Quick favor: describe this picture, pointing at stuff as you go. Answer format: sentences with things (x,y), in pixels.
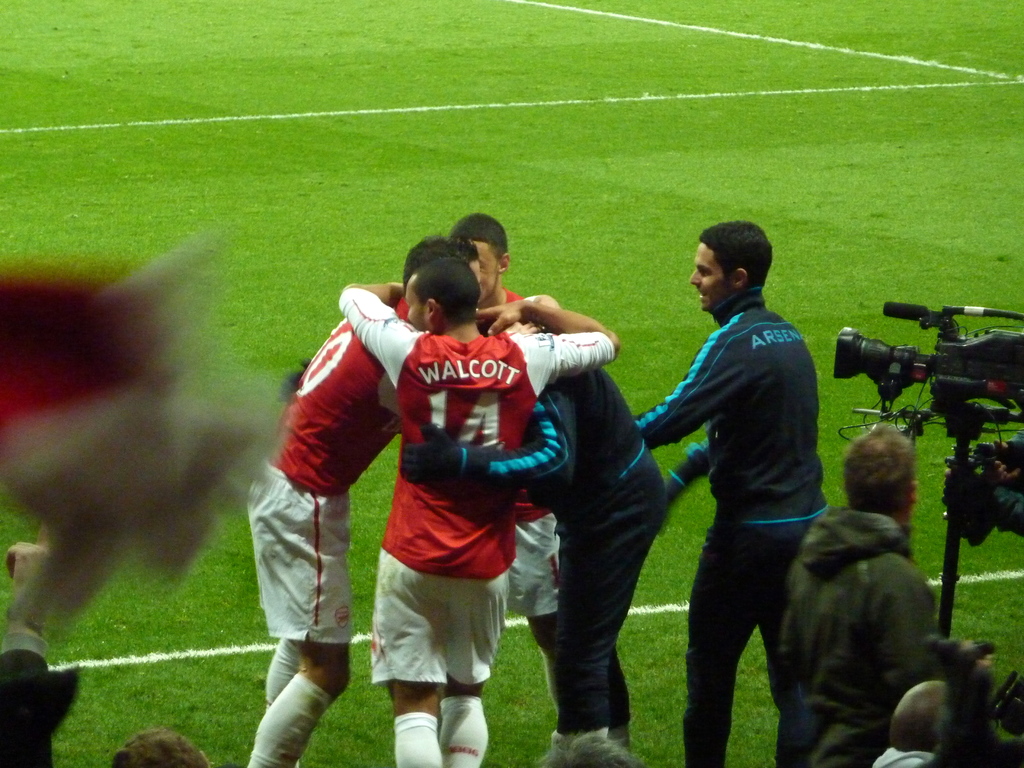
In this image I can see a group of people (712,687) are standing on grass (665,675) and a camera stand (953,522). This image is taken may be during an evening on the field (659,366).
